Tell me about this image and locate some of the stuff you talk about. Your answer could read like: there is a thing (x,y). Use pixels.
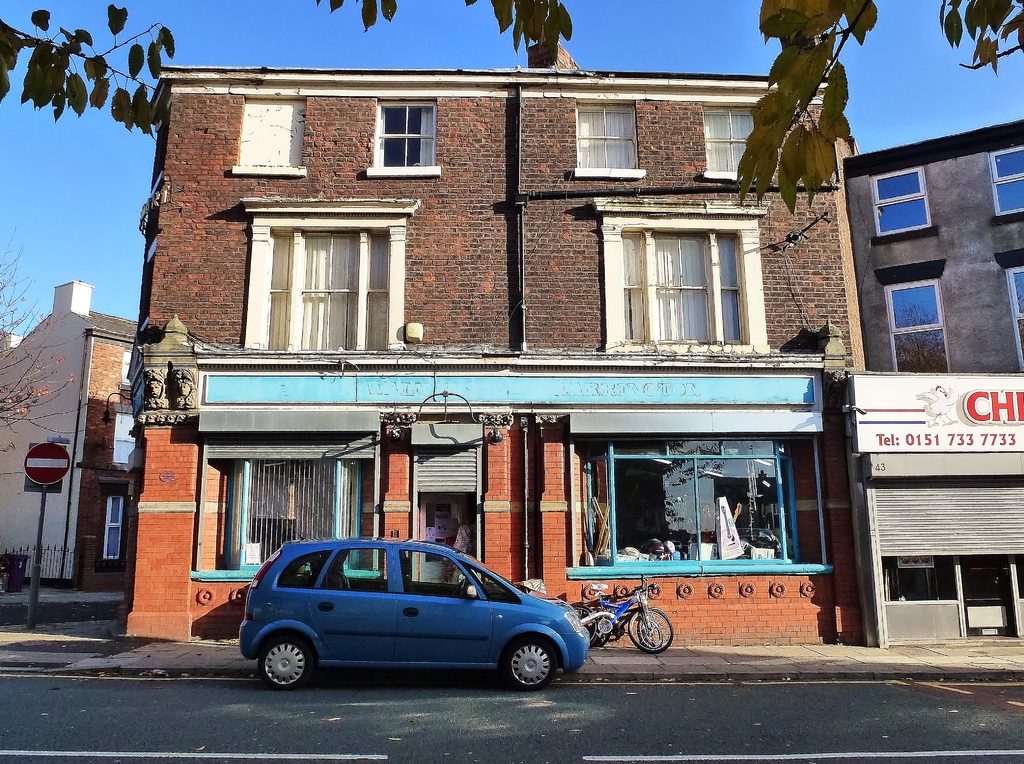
In this picture we can see a car (421,660) on the road (529,737), bicycle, buildings (549,507), boards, tree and pole (41,537). In the background of the image (33,213) we can see the sky (41,195). At the top of the image (973,25) we can see leaves (12,53).
